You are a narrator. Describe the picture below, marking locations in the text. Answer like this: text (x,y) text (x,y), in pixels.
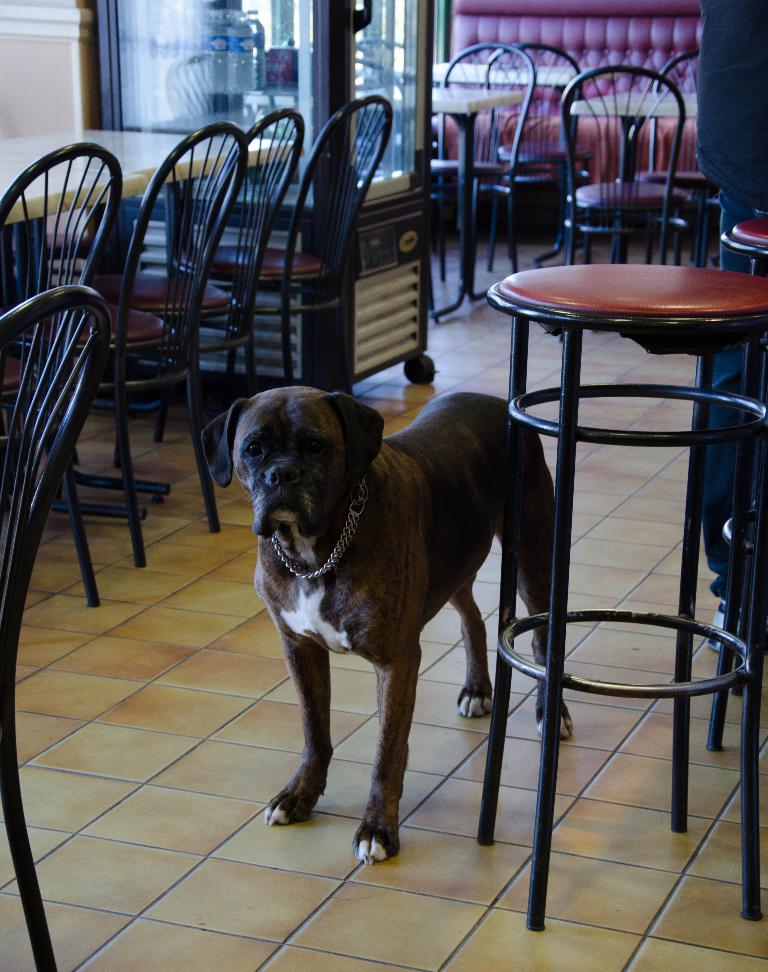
This dog (421,463) is highlighted in this picture. We can able to see number of chairs (95,287) and tables (51,198). This is a fridge (328,35), inside of this fridge (271,97) there are bottles (231,68).
